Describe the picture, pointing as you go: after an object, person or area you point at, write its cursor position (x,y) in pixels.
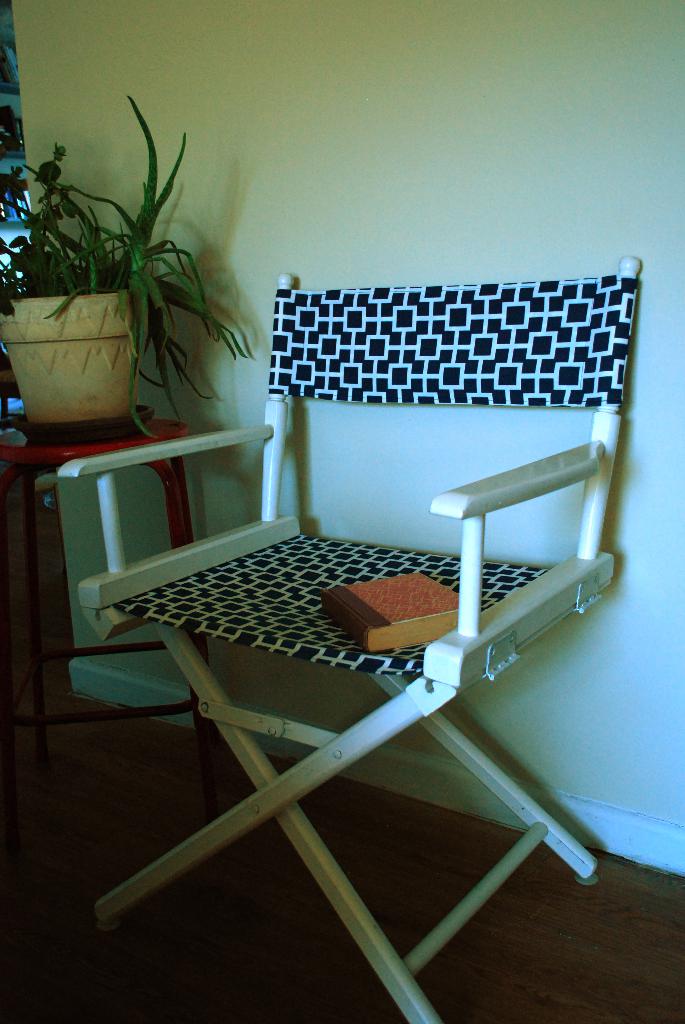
In this image, In the middle (351,381) there is a chair (598,498) which is in white color and there is a black color cloth (350,334) on the chair (419,338), In the left side (121,428) there is a flower box (74,353) and there is a green color plant (49,279).
